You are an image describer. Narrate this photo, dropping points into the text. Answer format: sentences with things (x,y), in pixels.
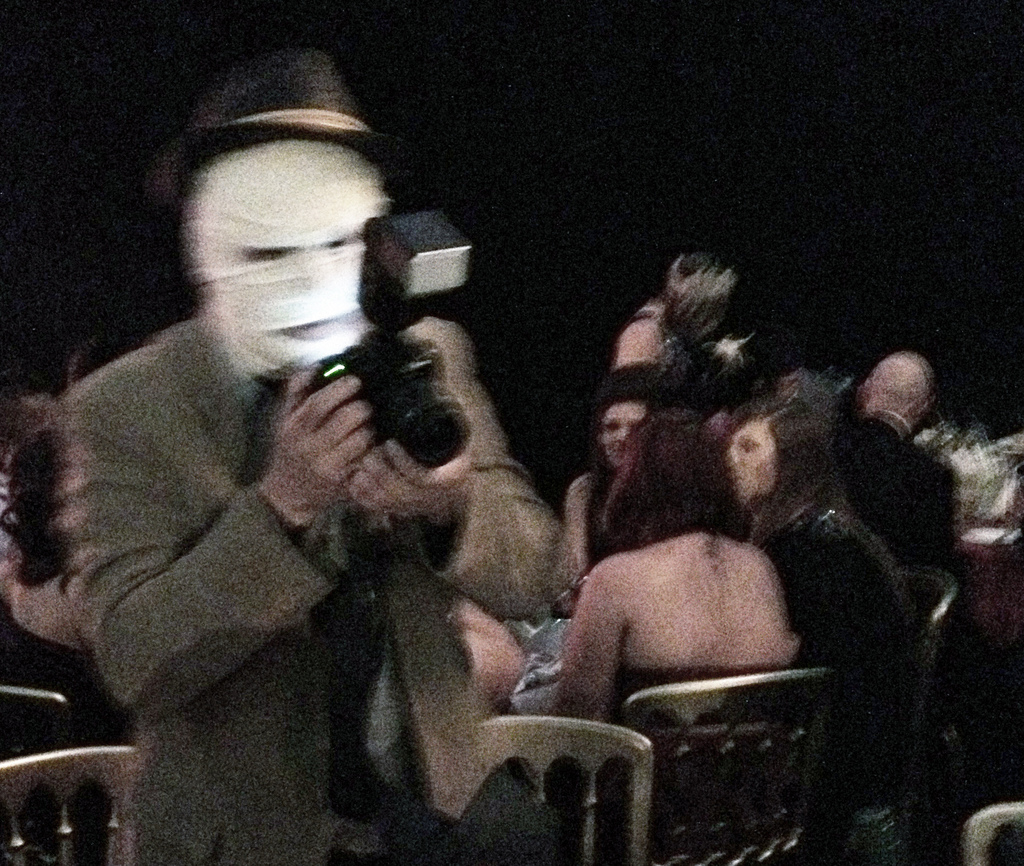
In this picture I can see there is a man (208,539) standing and he is wearing a blazer (252,774), holding a camera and there is a mask (280,249) around his face (258,246) and he is wearing a hat (243,145). There are few women (636,576) sitting in the backdrop (642,587) and there are sitting on the chairs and there is a table (1023,536) in front of them. The picture is blurred and the backdrop (576,140) is dark.
